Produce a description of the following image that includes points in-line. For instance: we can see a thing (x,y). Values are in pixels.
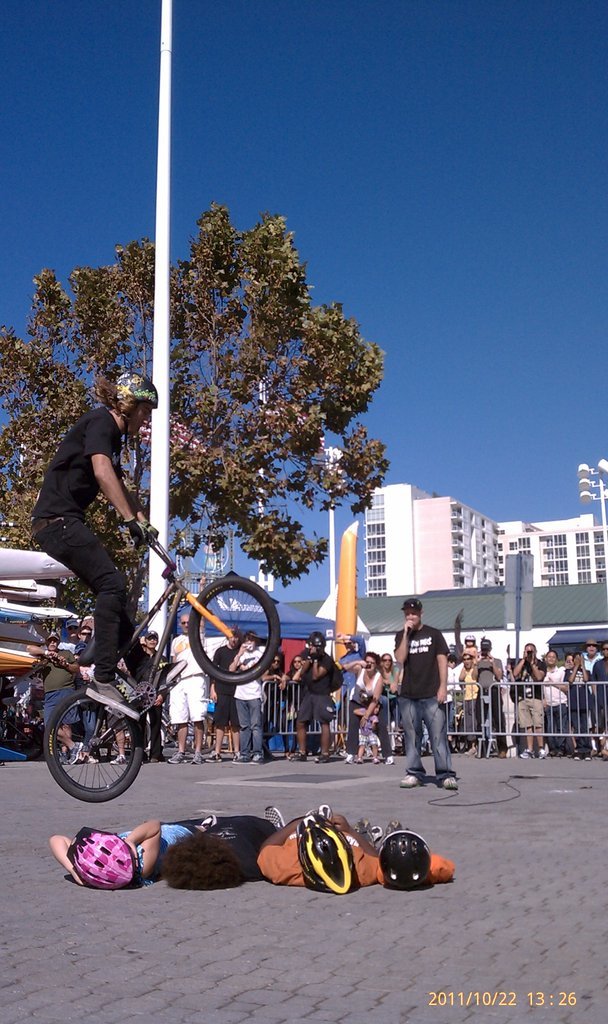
An outdoor picture. This is a pole (159,244). This is tree (285,523). Far there is a building (444,554) with windows (603,564). The persons (431,685) are standing. This man (118,603) is riding a bicycle (72,740). This persons (260,839) are laying on floor (366,915) wore helmet (408,860).
